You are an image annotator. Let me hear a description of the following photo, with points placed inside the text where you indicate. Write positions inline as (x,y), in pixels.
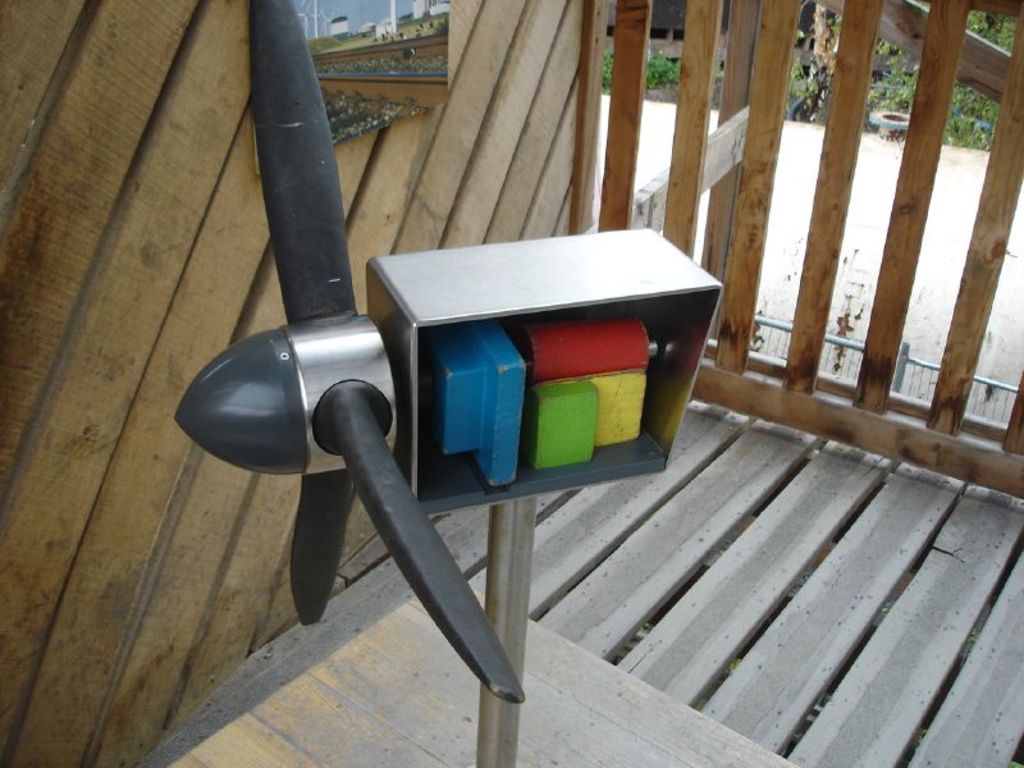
In this image I can see the fan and I can see few colorful objects (513,395) in the iron box (528,333). In the background (445,53) I can see the board (417,50) attached to the wooden wall (566,73) and I can see few plants (821,56) in green color.
